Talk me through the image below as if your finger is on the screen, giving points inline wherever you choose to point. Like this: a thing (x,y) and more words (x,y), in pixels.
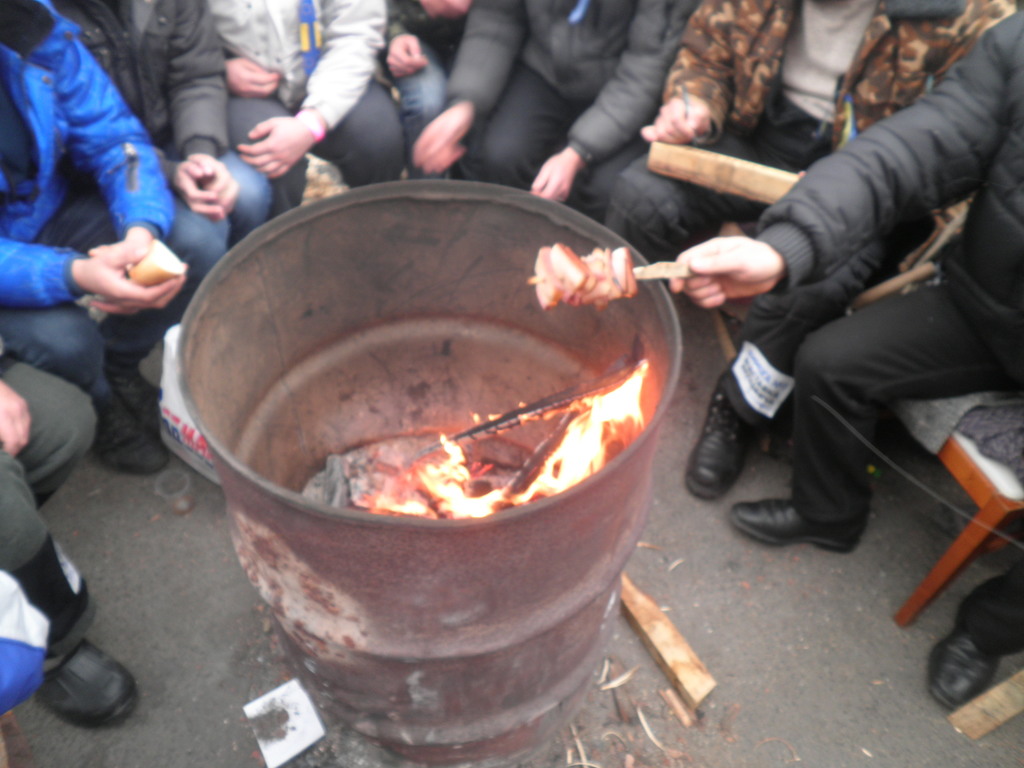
In the foreground of this image (393,573), there is a drum (400,582) and fire (562,448) in it. Around which, there are people (595,105) sitting on the chairs (983,477) and a man (857,371) is holding some food (609,280) with a stick (661,272).
